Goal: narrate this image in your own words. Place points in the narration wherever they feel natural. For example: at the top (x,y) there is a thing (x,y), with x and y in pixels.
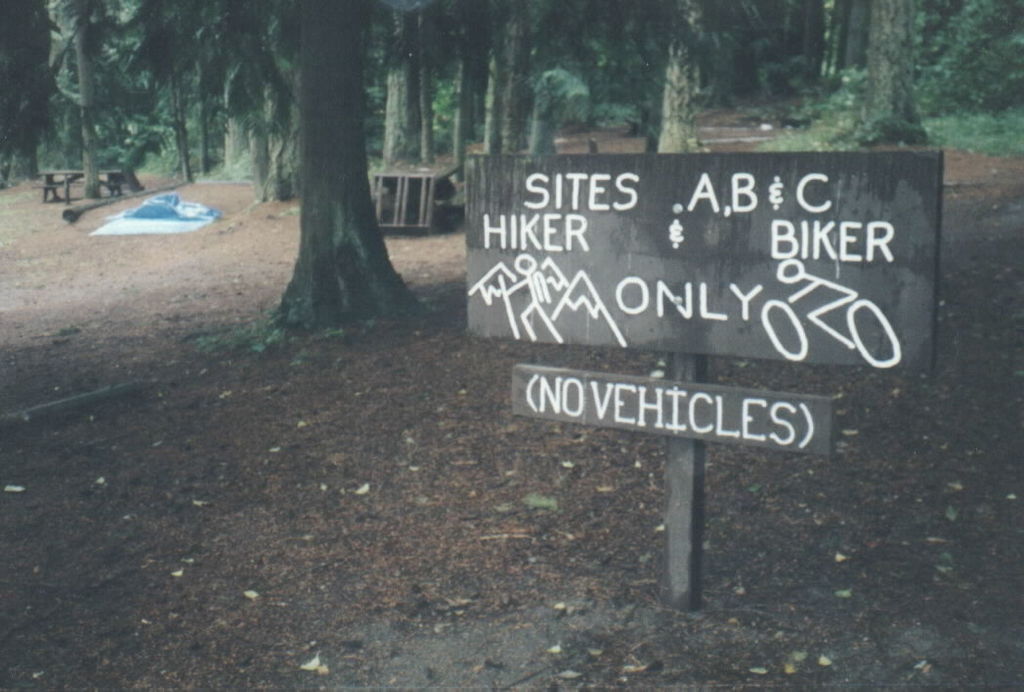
On the right side (744,284), there are two sign boards (552,380) attached to a wooden pole (690,503) which is on the ground (684,651) on which there are fallen leaves (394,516). In the background (412,64), there are trees (272,50), plants (1011,37), wooden objects (409,169) and grass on the ground (1015,145).
